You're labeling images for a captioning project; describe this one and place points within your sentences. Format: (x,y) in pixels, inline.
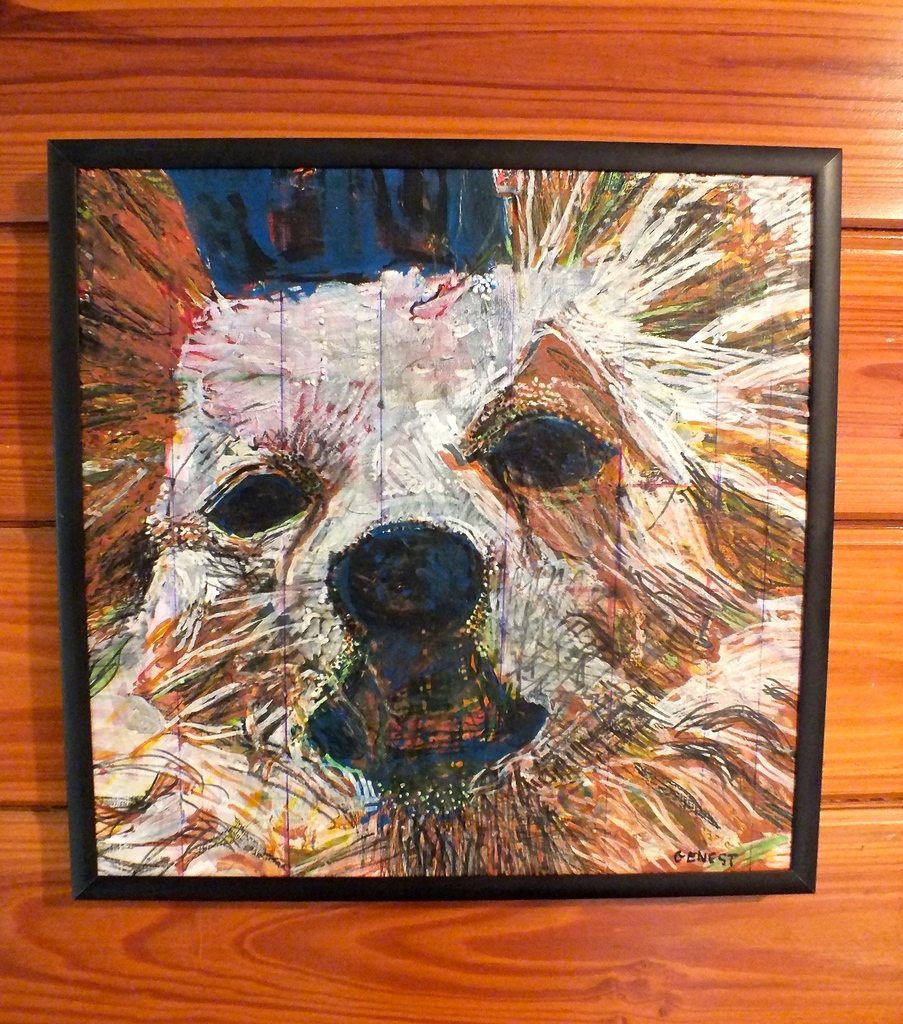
In this image I can see a dog painting frame (520,491). It is attached to the wooden wall (853,736). I can see colorful frame (590,472).
